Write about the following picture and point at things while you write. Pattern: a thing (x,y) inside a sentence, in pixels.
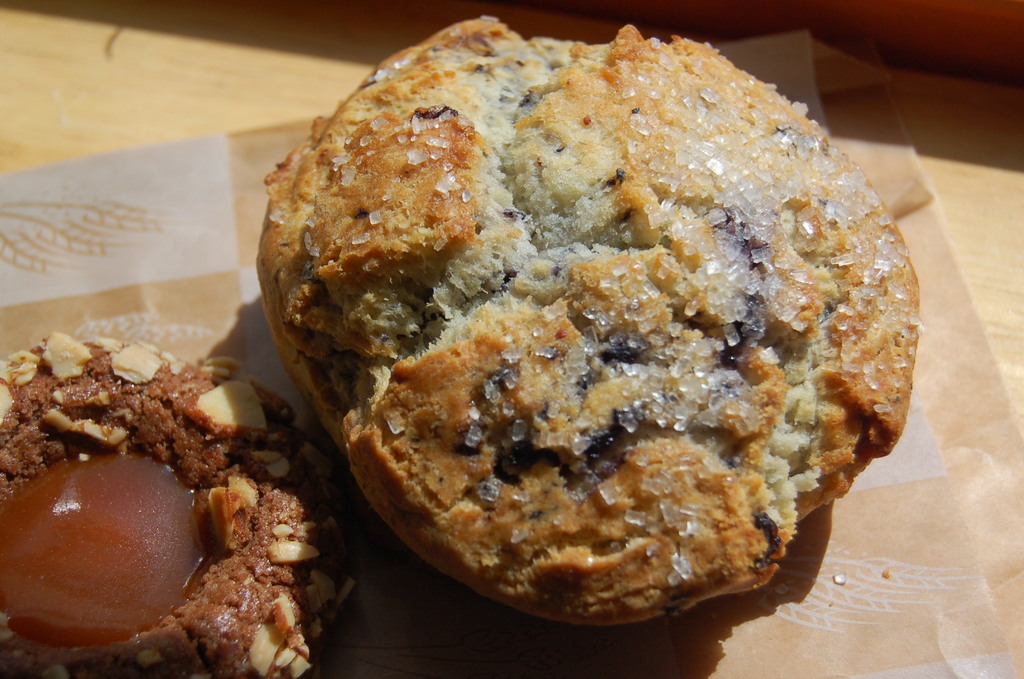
In this image I can see two cookies (319,246) on a paper (889,608). In the background (185,54), I can see a wooden surface (159,82).
